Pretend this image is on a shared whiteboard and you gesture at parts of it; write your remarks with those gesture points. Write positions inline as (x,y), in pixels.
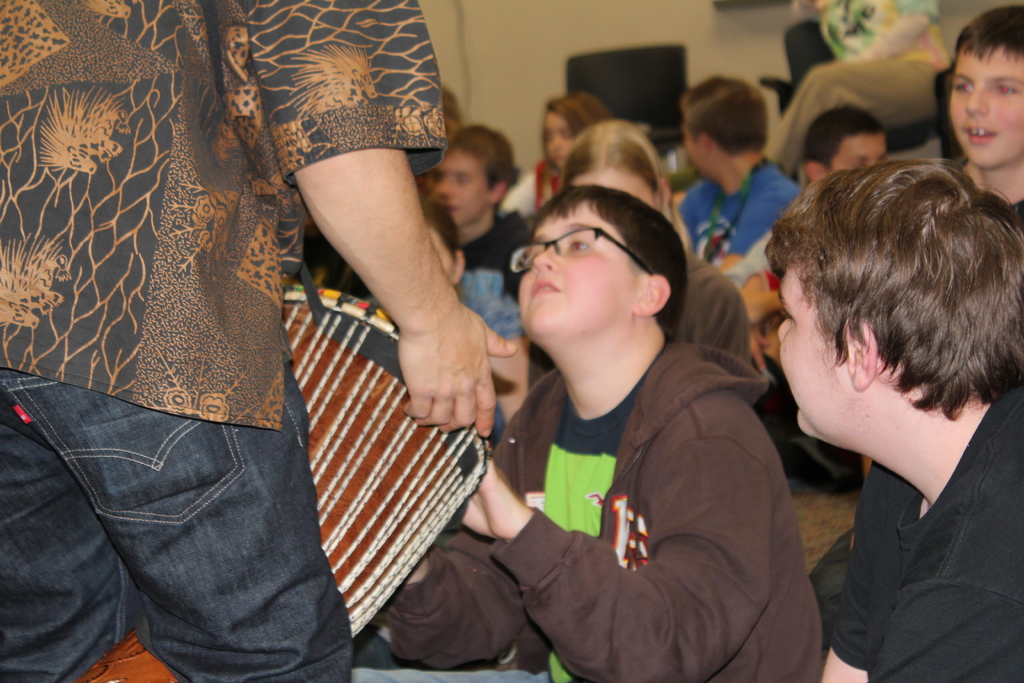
In this picture I can see a person (181,273) in front (15,9) who is holding a thing (367,383). In the background (602,19) I can see number of people (650,150) and I can see the wall (617,37) and 2 black color things (773,86) and it is blurred on the top of this picture (614,111).
